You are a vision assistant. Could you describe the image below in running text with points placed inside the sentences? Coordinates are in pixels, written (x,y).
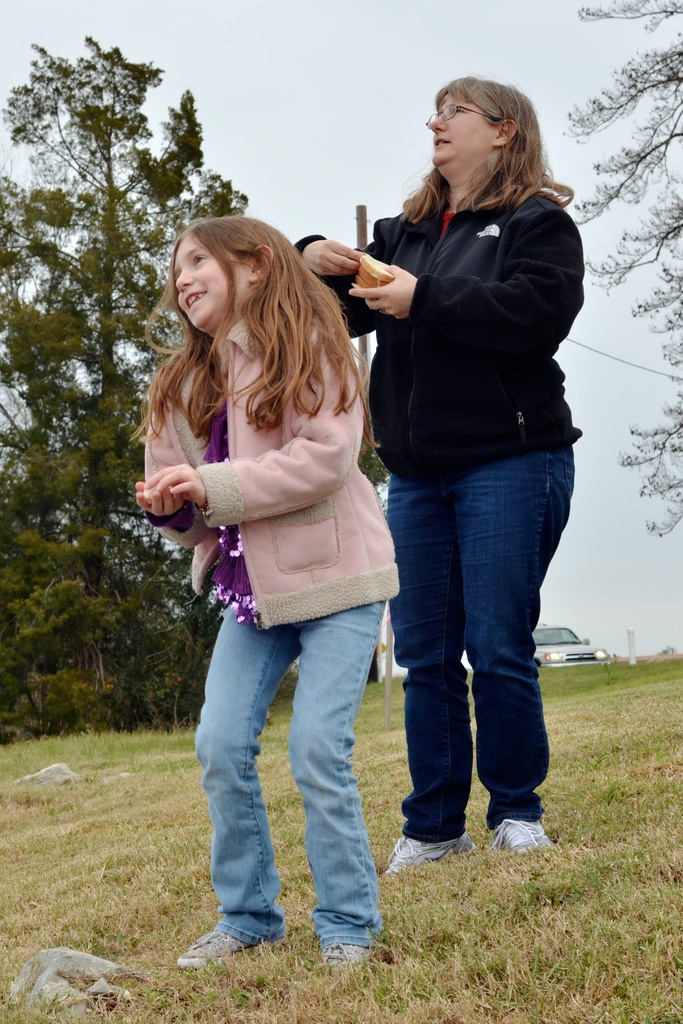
In this picture there is a lady (400,624) and a girl (334,337) in the center of the image (281,580), on the grassland (25,860) and there is a car (603,654) and a tree (7,599) in the background area of the image (124,622).
